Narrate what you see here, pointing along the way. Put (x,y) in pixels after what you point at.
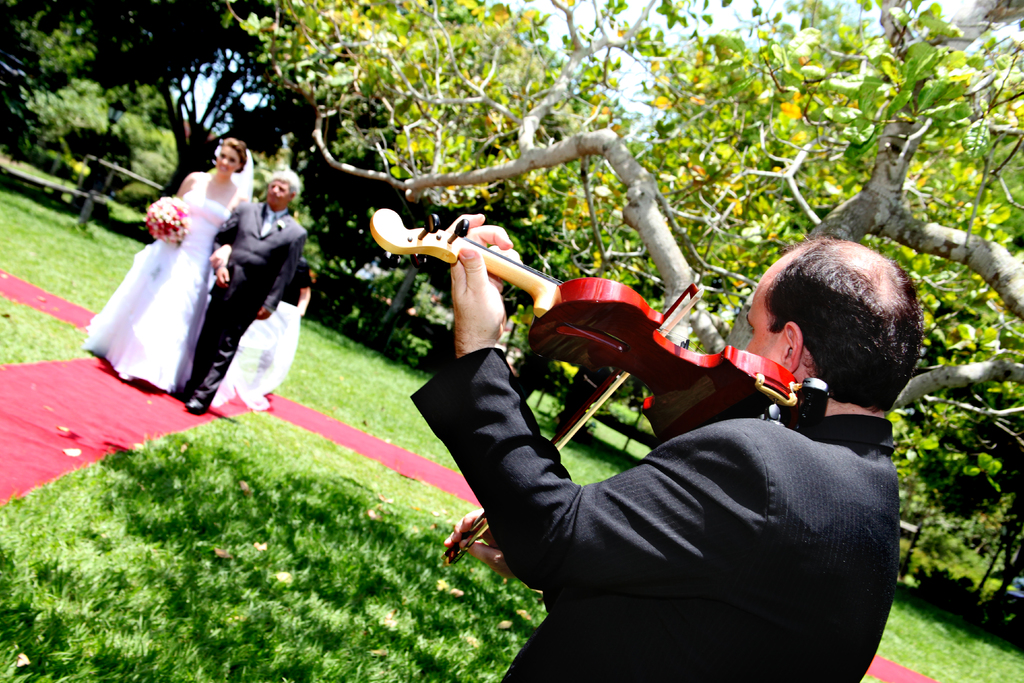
In this image I can see the grass (233,548). On the right side (807,417), I can see a person (582,504) holding a musical instrument (642,362). On the left side (201,289) I can see a couple (201,275). In the background (451,184), I can see the trees (519,111).
